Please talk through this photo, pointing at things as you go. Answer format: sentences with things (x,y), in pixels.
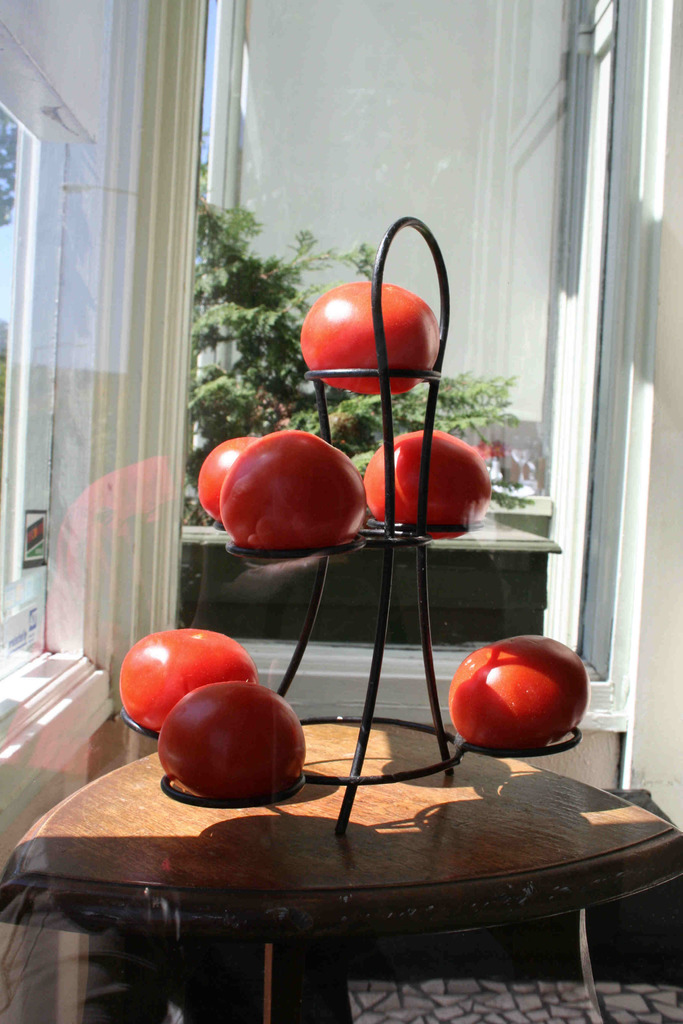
In the picture we can find a house (114,382) inside it we can find a table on that we find a stand (323,388) of tomatoes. In the background (289,391) we can find some plants (250,284).
